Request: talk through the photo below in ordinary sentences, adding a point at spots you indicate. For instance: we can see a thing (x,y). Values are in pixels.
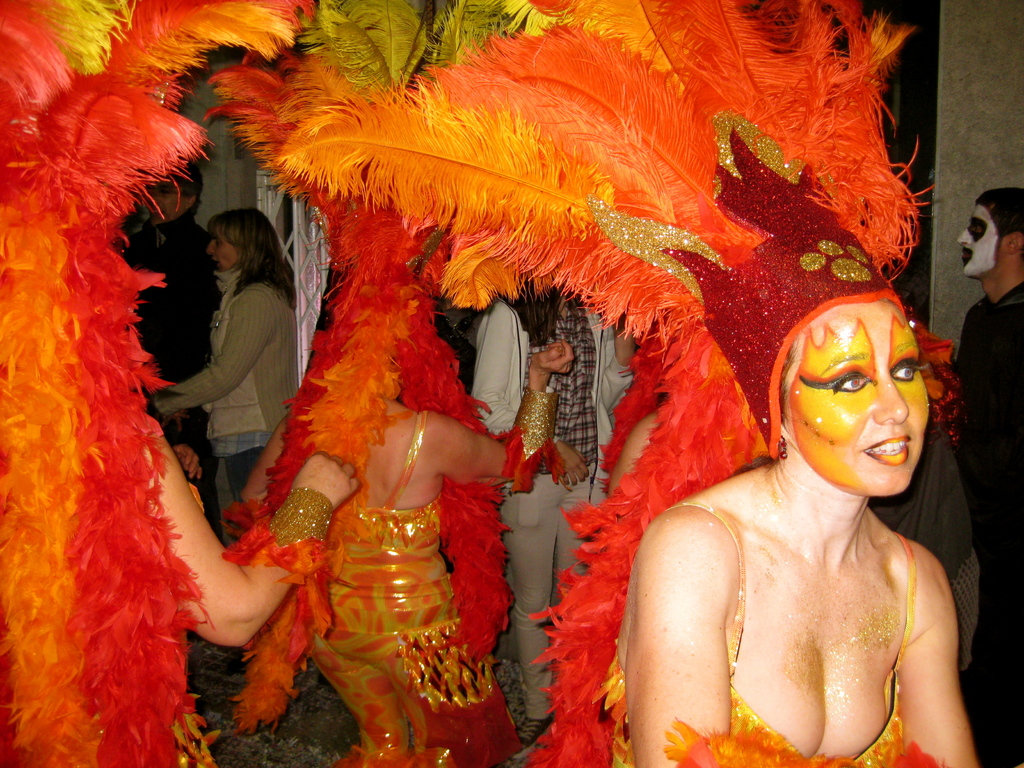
In this image, I can see groups of people (476,640) standing. Among them few people (121,529) wore fancy dresses (474,227). This looks like a wall (974,152). I think this is an iron pillar (293,245).
